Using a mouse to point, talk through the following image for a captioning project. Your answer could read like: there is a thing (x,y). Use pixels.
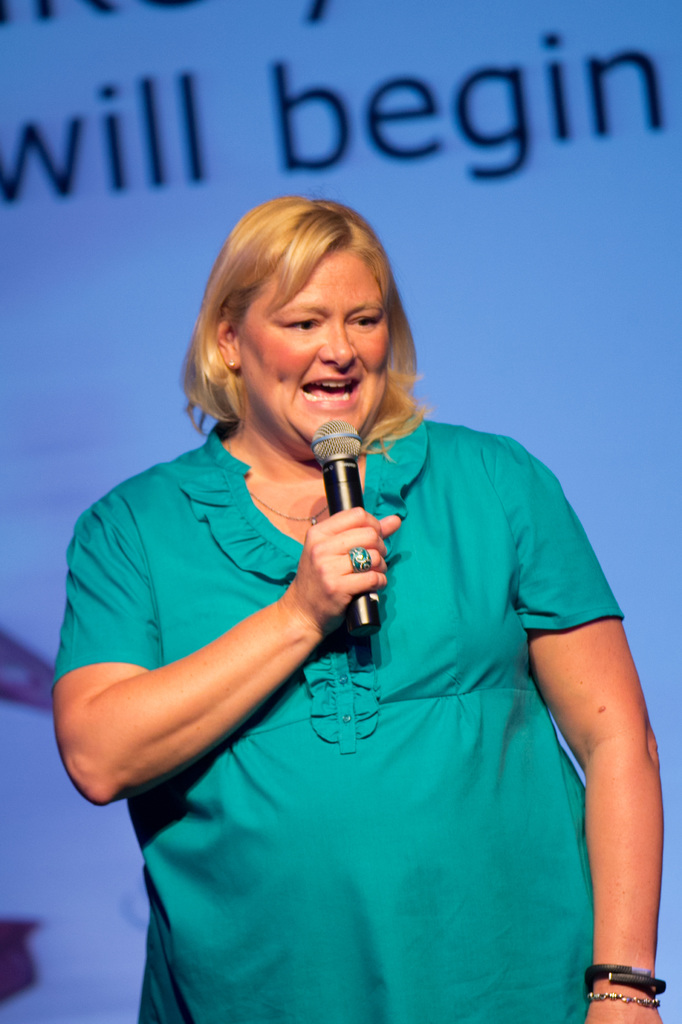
It is a picture of a woman (480,525) she is wearing a green dress (480,542) she is giving a speech in the background (452,176) there is a presentation (136,81).
